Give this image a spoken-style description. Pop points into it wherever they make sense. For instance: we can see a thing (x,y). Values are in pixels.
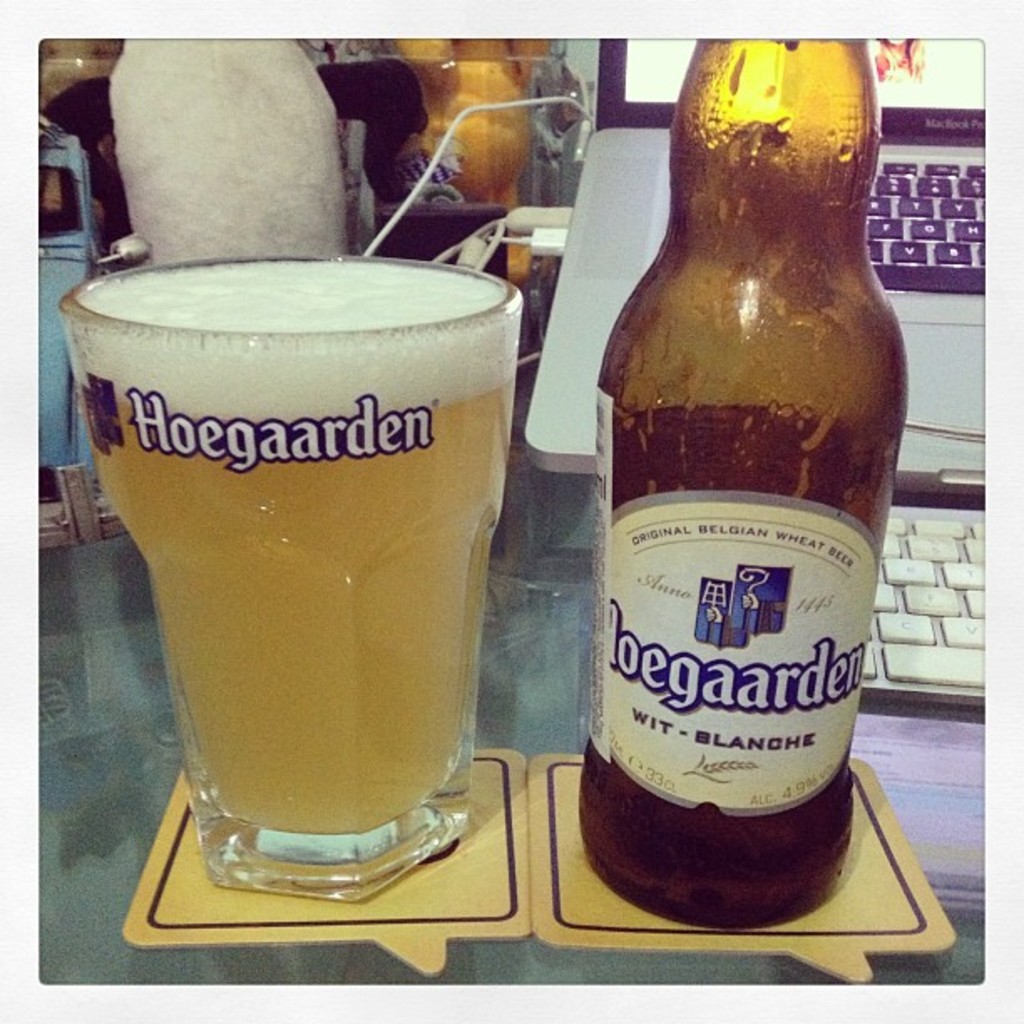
In this image I can see a glass of beer (264,481) and a bottle (660,573) is on the table (158,670). The brand name (346,436) is "Hoegaarden" is written on the bottle (802,698) and glass (391,449). On the table (975,813) there is a laptop (927,377).
